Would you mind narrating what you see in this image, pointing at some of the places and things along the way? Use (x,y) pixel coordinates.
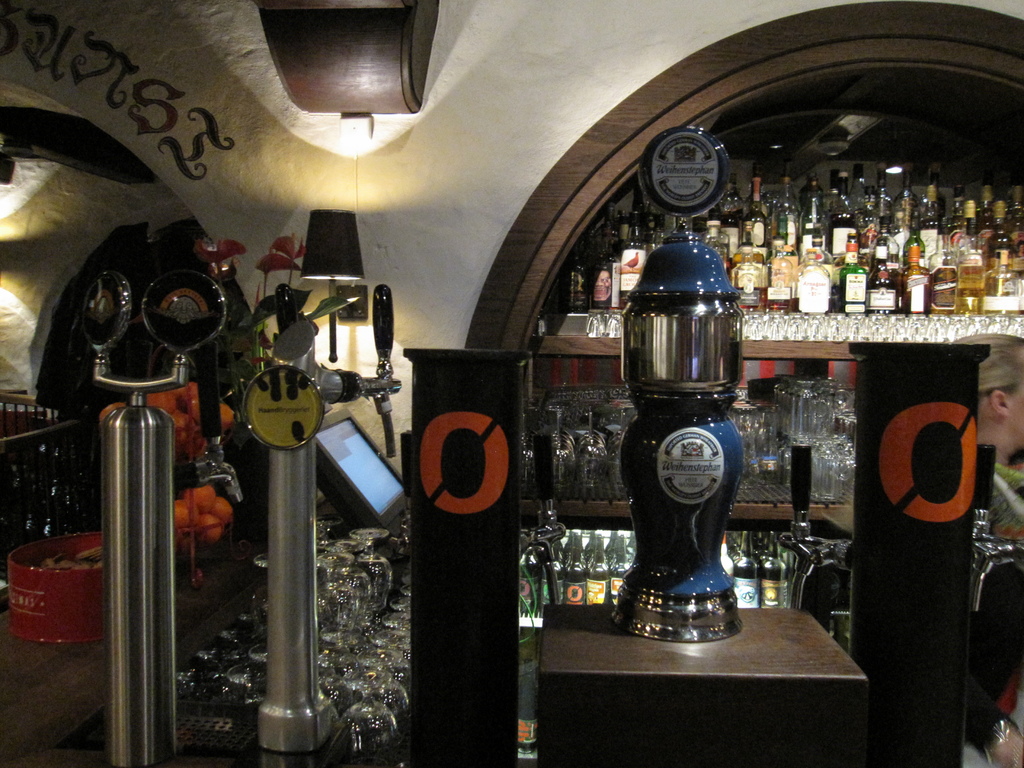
In this picture there is a equipment (298,511) here and there are some glasses (323,622) beside the equipment (296,672). In the background (829,285) there are some bottles (842,266) placed in the shelf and some glasses (791,440) under the bottle shelf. We can observe a lamp (344,257) and a wall (343,150) here.
